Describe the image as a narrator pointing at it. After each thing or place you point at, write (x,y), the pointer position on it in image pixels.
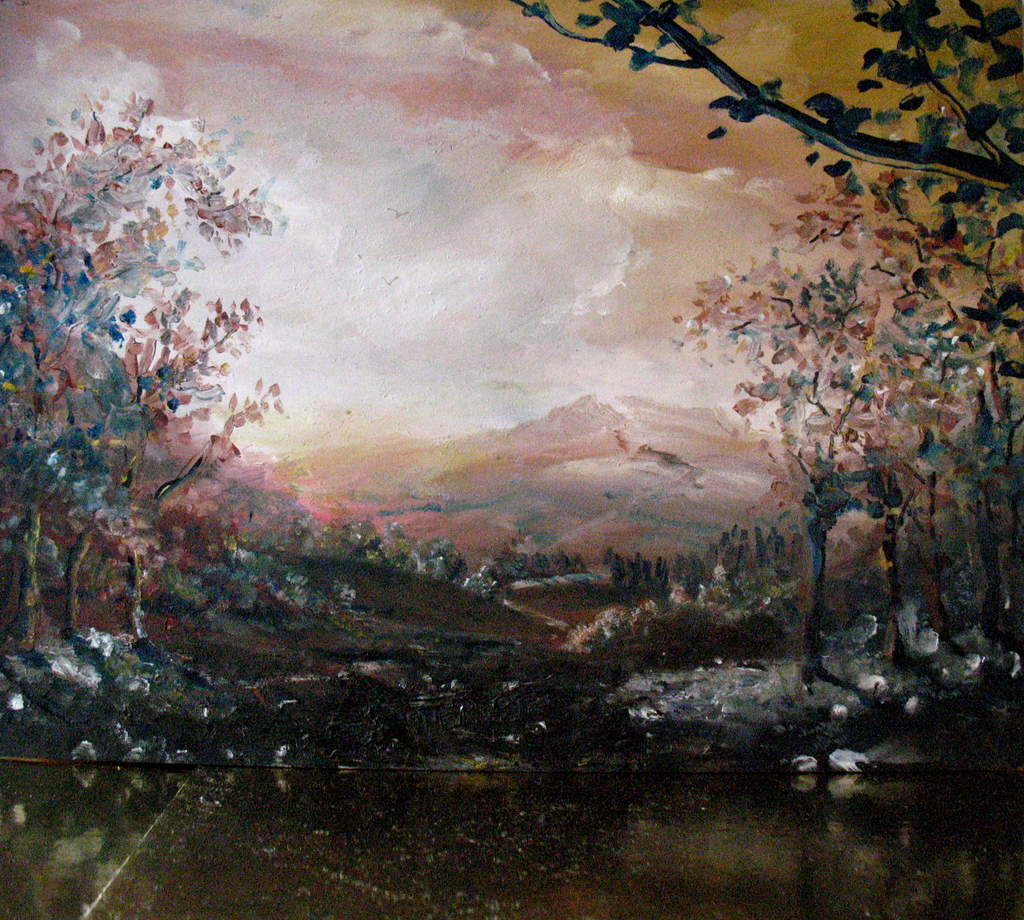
In this image I can see few trees (605,563), mountains (642,537) and the water (650,831) and this is a painted image.
